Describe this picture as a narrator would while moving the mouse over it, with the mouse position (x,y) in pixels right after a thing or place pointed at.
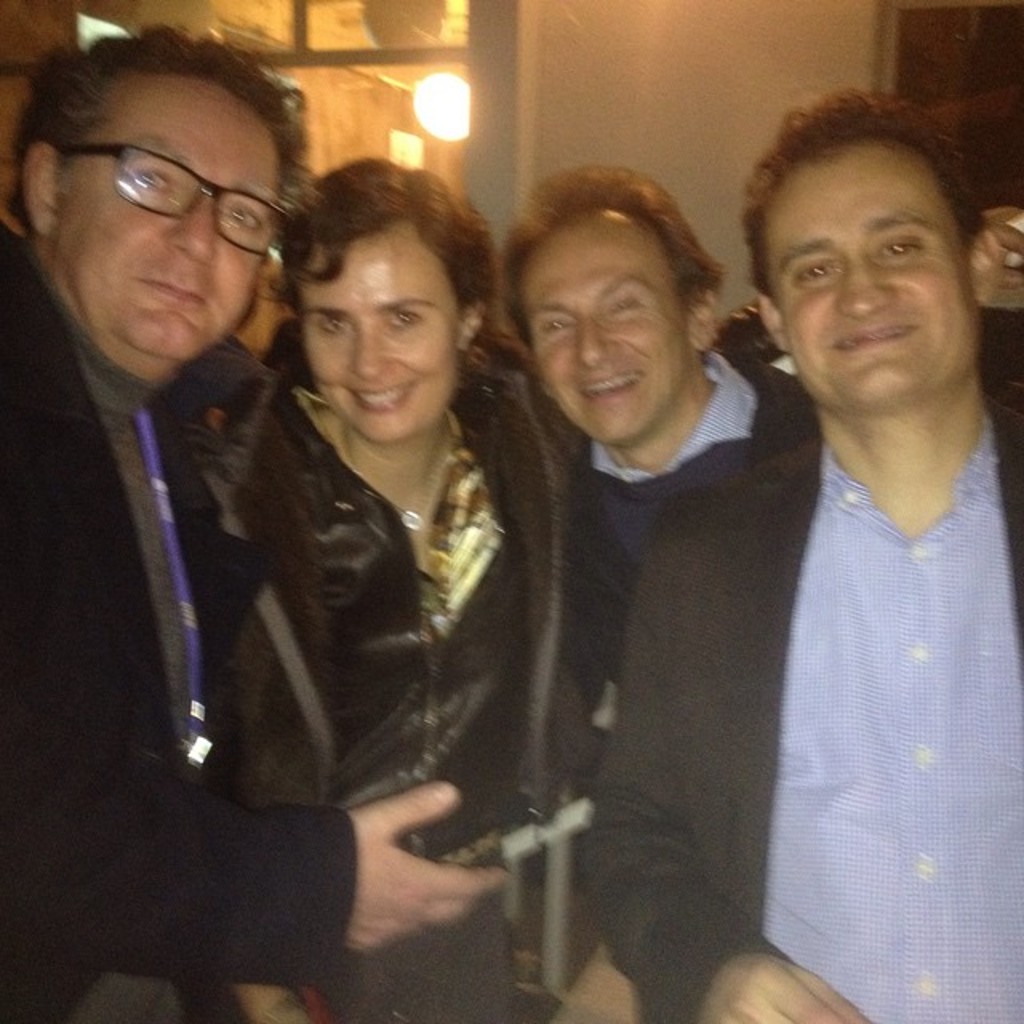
In this image I can see four persons (151,292) standing. The person (719,551) at right (869,593) wearing blue shirt (872,607), black jacket (794,607) and the person (57,442) at left (92,448) wearing black color dress (203,476). Background (697,49) I can see a glass window (318,48) and wall (675,56) is in cream color.
